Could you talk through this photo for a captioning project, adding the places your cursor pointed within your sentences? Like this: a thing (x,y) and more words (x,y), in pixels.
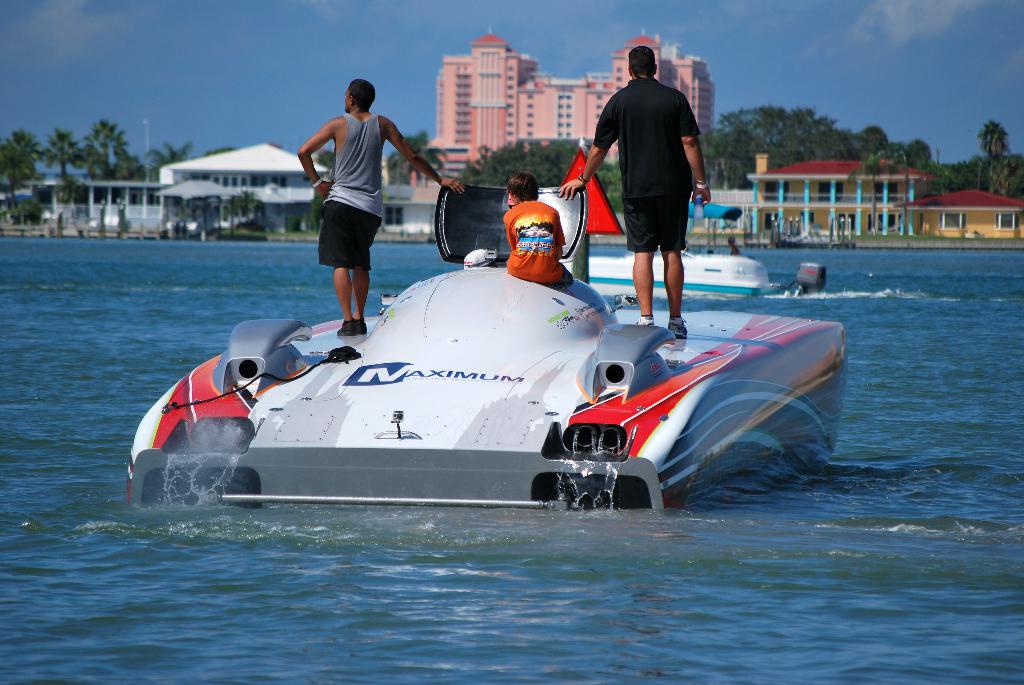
In this image we can see there are two people (675,300) standing and one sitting on the boat (281,336), behind that there are so many buildings (133,181) and trees (620,206).
